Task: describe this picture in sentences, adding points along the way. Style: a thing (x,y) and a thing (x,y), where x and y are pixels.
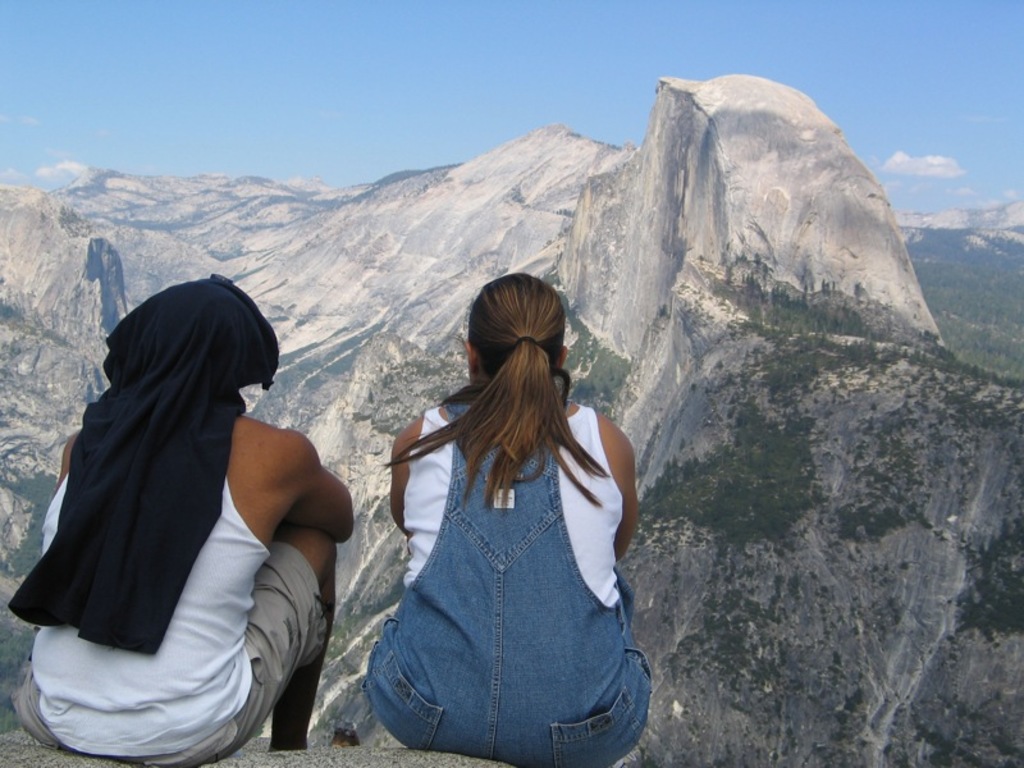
In this image we can see there are two people (310,660) sitting on the stone (404,757). And there are mountains (696,279), trees (965,283) and the sky (437,85).
